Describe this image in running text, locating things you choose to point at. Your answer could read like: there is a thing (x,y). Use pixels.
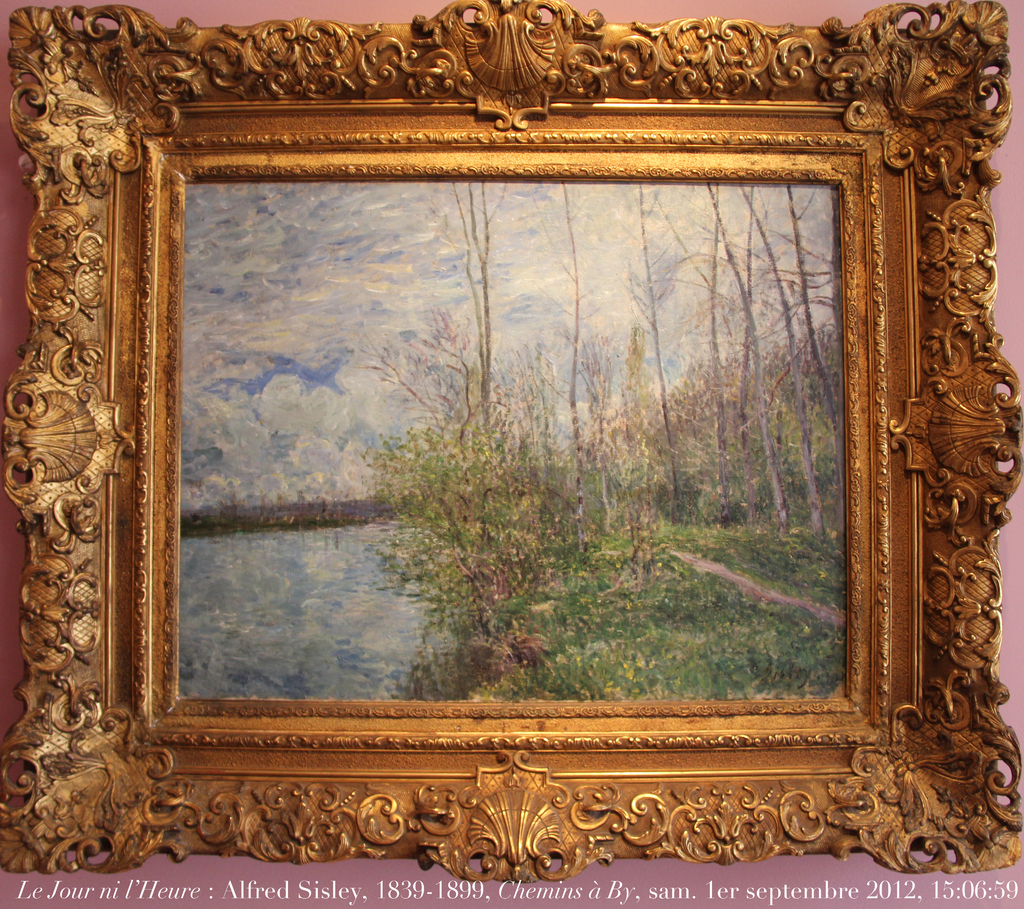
We can see frame (995,467), on this frame (1012,844) we can see trees (636,560), water (303,563) and sky (377,327). In the background (392,5) it is pink. At the bottom of the image (406,896) we can see text (527,896).
